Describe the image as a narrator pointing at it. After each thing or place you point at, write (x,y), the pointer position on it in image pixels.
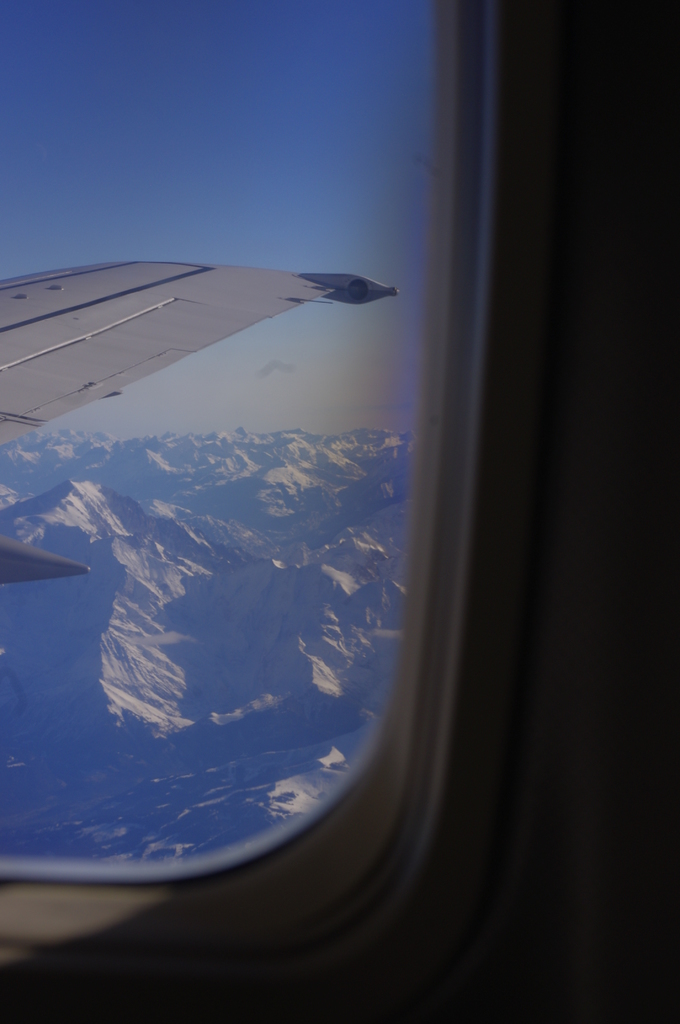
In this image we can see inside of the aircraft (452,733). There is a part of the aircraft (102,295) in the image. There are many mountains (257,581) in the image. There is a sky (228,165) in the image.
